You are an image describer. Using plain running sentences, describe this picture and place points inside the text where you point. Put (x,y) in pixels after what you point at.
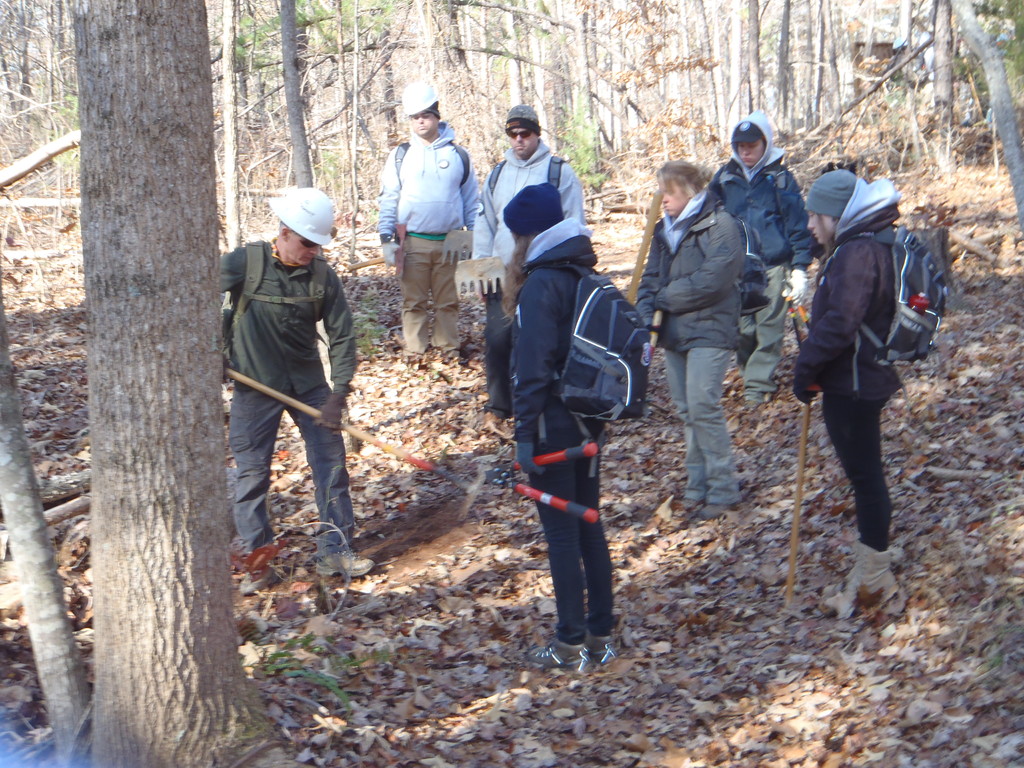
There are many people (501,336). Some are wearing bags (586,342), caps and jackets (565,194). Also they are holding some tools (801,449). On the ground (358,449) there are dried leaves (749,623). Also there are many trees (268,90).
